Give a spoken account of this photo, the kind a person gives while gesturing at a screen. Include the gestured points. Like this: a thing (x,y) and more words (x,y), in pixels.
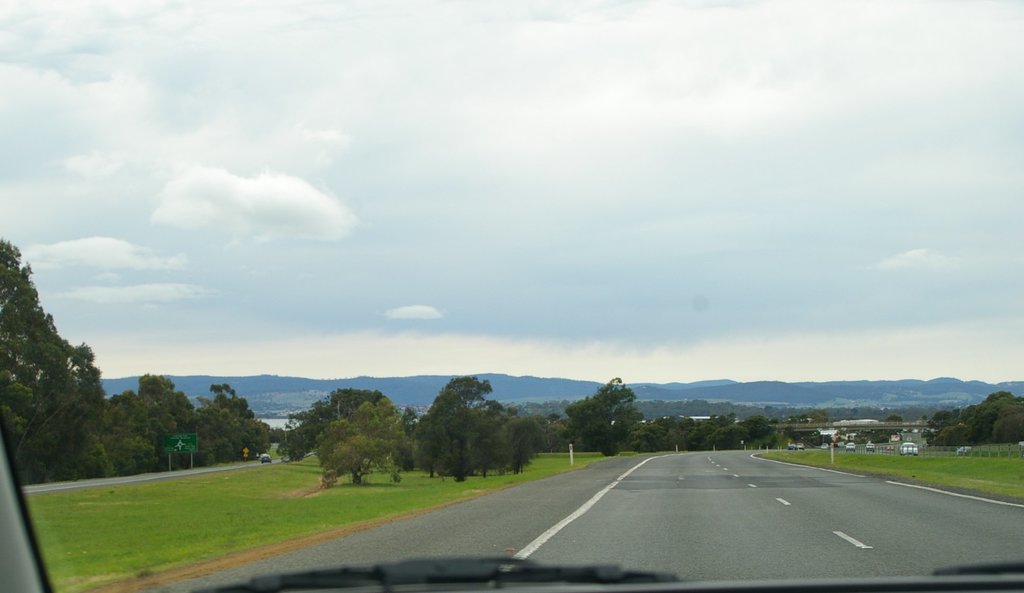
In this picture we can see some trees (428,429) and grass (331,500), we can see wiper (409,573) at the bottom (484,567), there are some vehicles (800,445) traveling on the road (688,543) here, on the left side (190,451) there is a board (184,442), we can see sky (453,240) at the top of the picture (492,193).
